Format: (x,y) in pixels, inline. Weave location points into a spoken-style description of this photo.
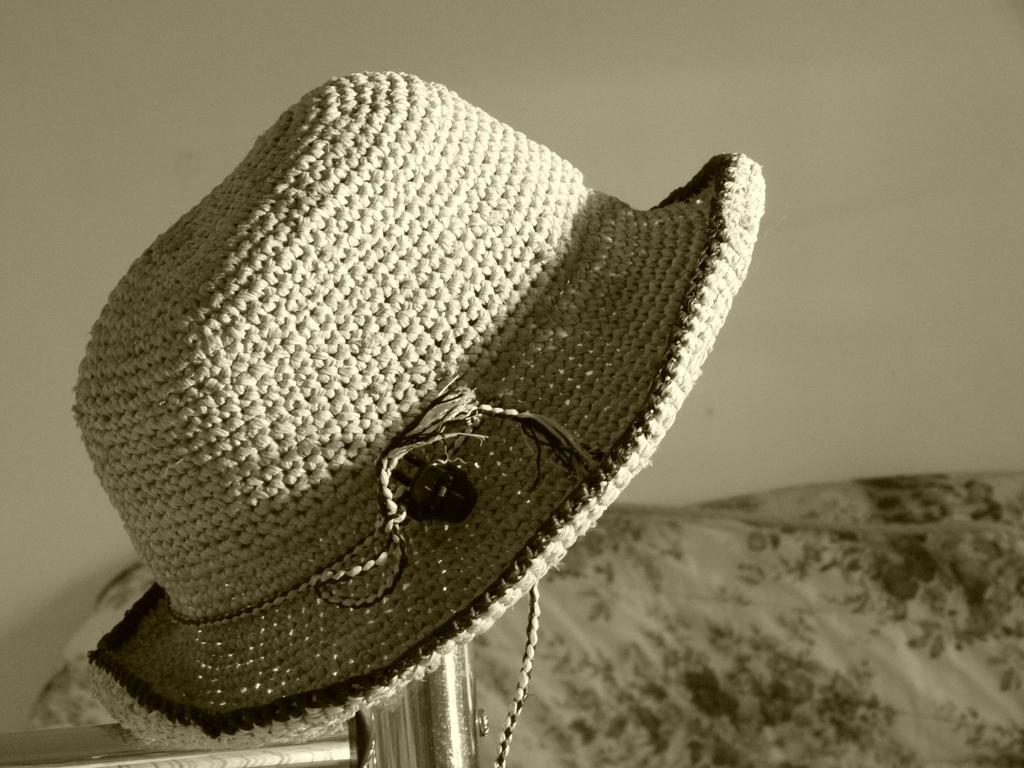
In this picture I can observe a hat (223,419). In the background (53,175) there is a wall (826,157). This is a black and white image.
